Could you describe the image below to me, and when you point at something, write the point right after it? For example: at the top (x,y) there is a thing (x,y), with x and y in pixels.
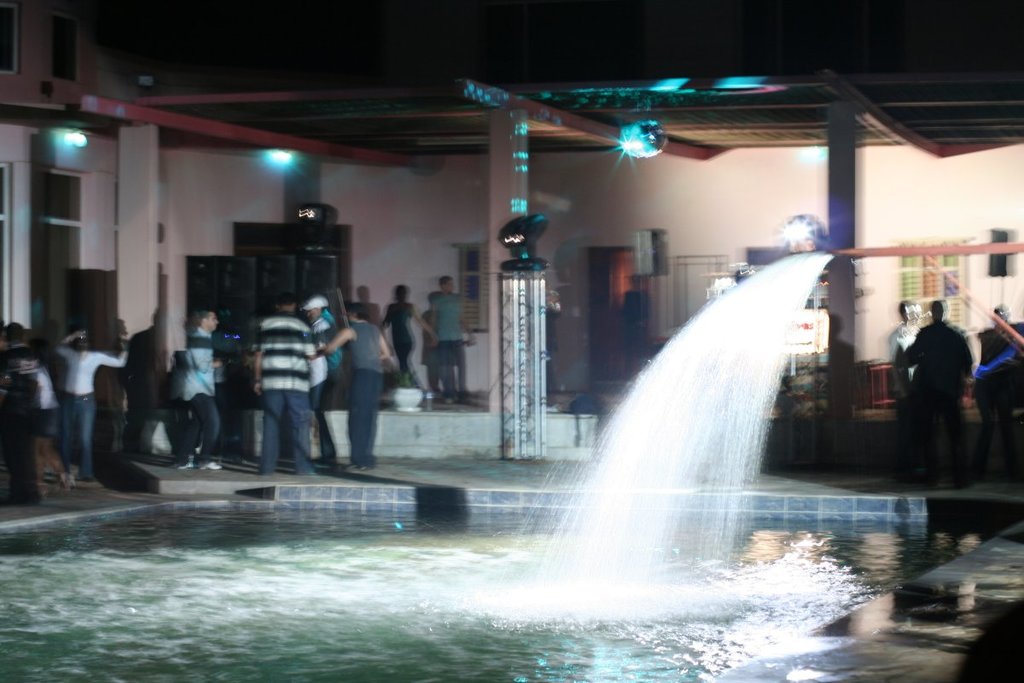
In this picture there are people (74,405) on the right (966,430) and left side of the image (327,440), there is a swimming pool (355,586) at the bottom side of the image (499,504) and there is a fountain (692,419) on the right side of the image (702,397), there are racks (264,224) on the left side of the image (68,273), there is a door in the center of the image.
